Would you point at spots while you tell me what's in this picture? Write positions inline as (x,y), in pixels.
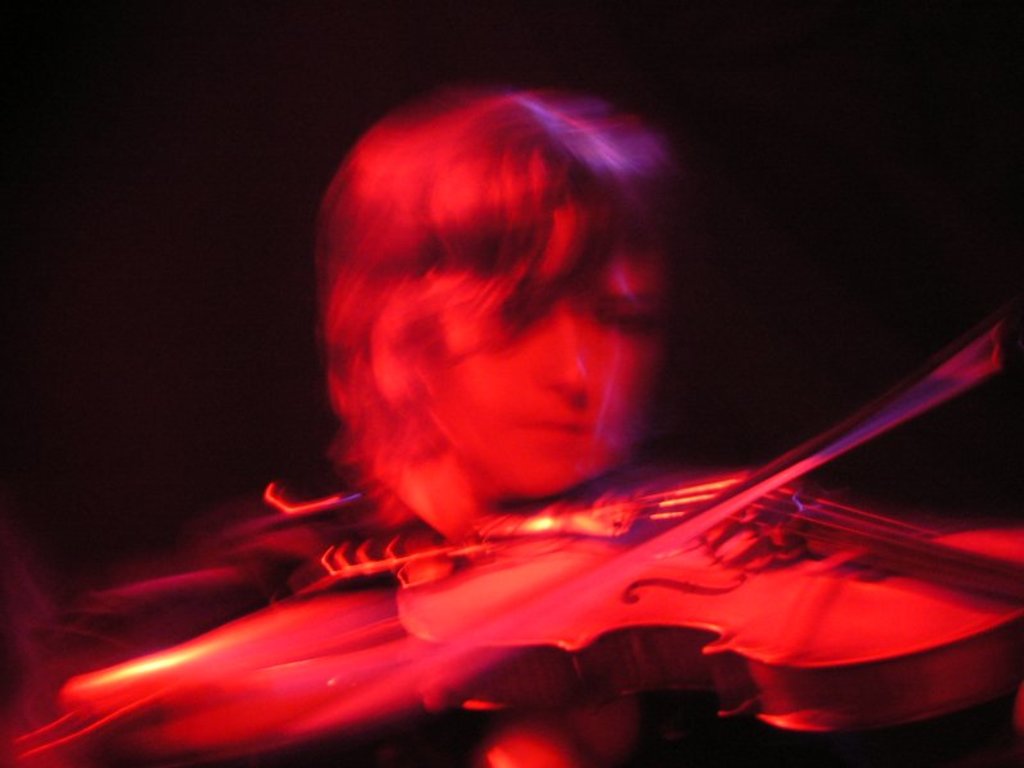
In this image I can see the person (408,528) holding some musical instrument (655,591) and I can see the dark background (154,224).
